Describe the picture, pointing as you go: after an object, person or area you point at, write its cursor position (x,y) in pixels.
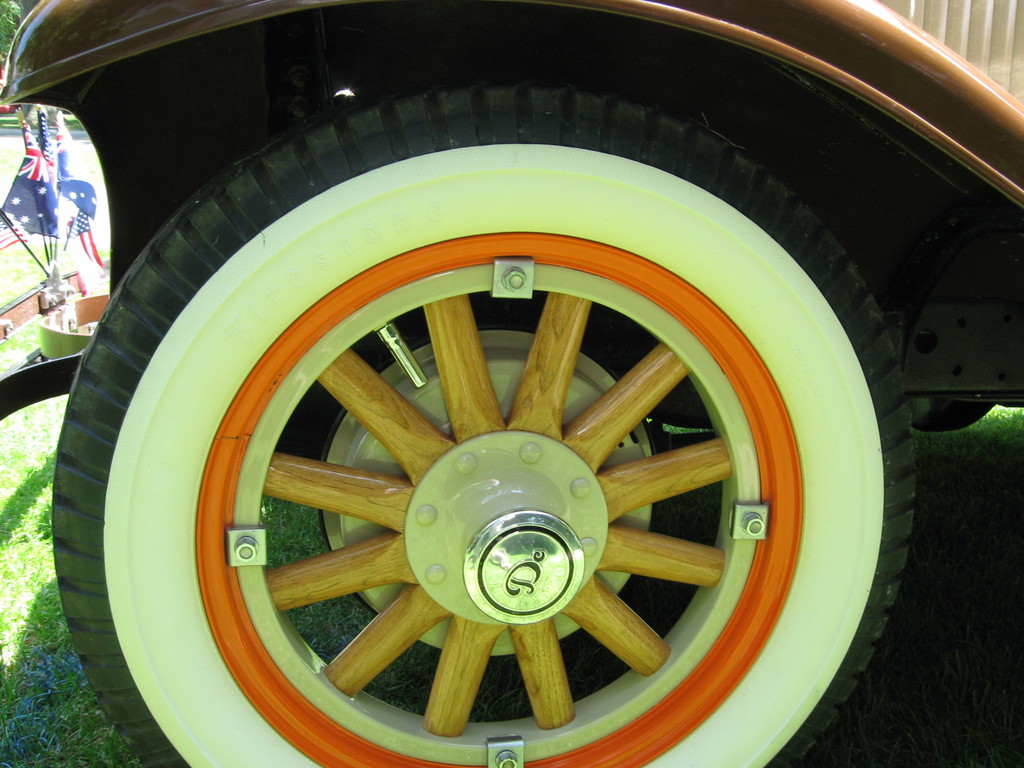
In front of the image there is a wheel (478,356) of a vehicle (289,289), in front of the vehicle (114,253) there are flags (25,210), behind the flags (34,157) there are trees (34,118).
